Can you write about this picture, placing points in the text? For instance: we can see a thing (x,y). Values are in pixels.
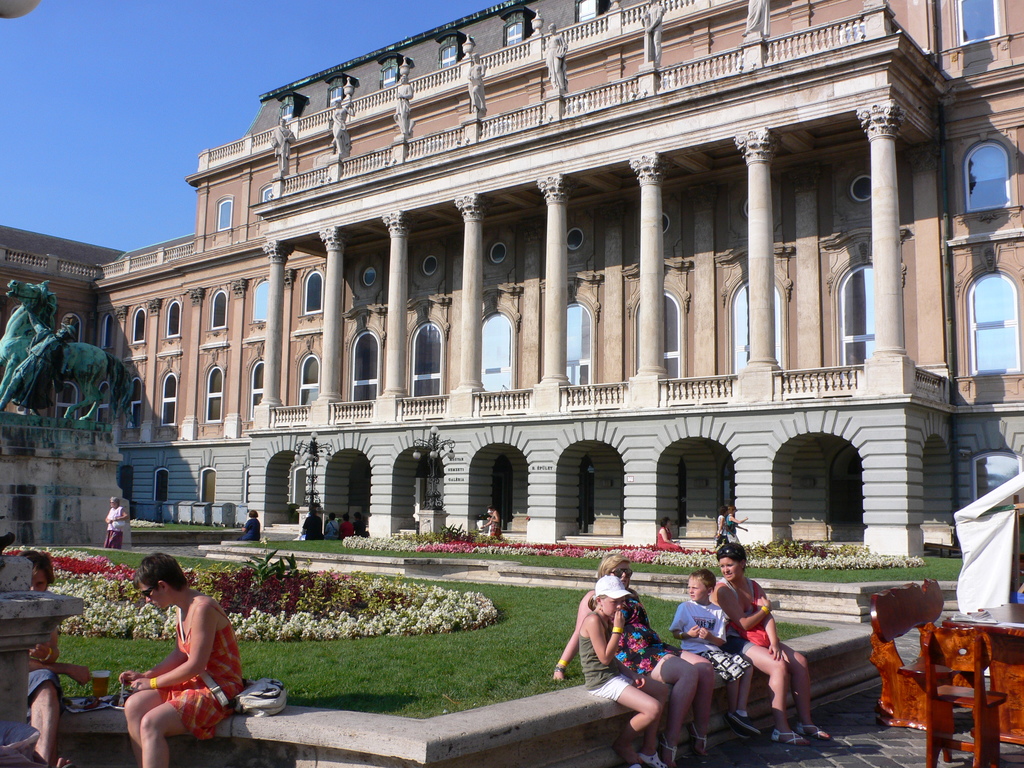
In the image there is a building (692,219) with walls (795,191), pillars (397,310), arches (368,459) and windows (301,480). In front of the building (449,465) there are benches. At the bottom of the image (803,678) there are few people (641,755) sitting on the small wall (827,641). Behind them there is a garden (463,586) with grass (537,670), plants (311,587) and flowers (87,575). On the left side of the image (46,362) there is a statue (47,382) of a horse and a man (13,392). In the bottom right corner of the image (1011,629) there is a table (1001,637) and also there are few chairs (889,629). At the top of the image (193,133) there is a sky (172,153).
